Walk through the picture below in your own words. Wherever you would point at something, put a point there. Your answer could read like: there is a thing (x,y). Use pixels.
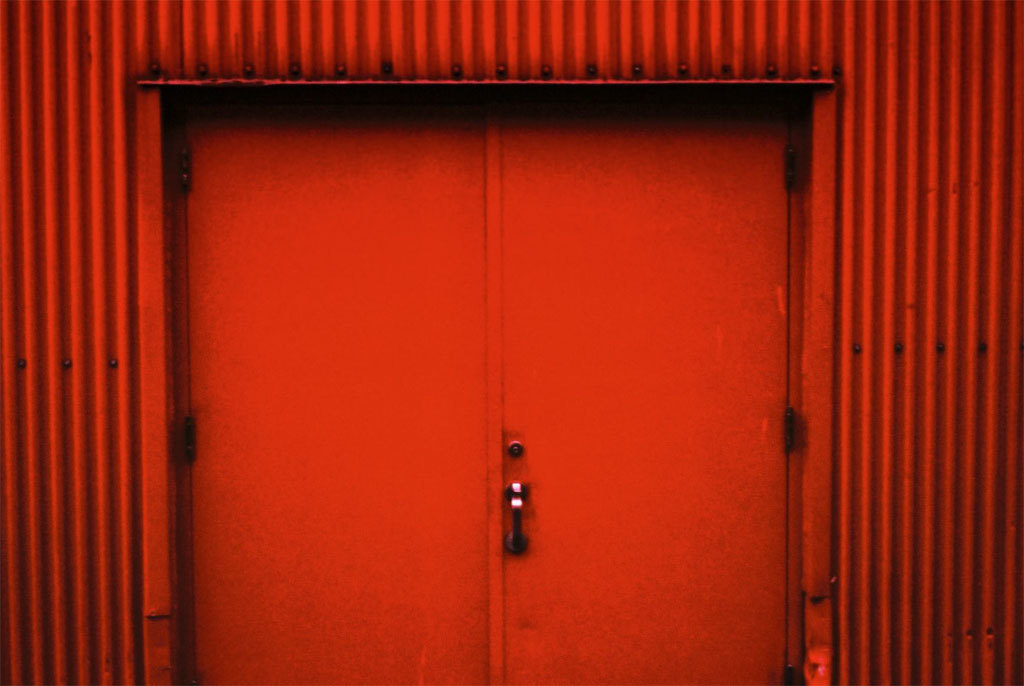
In this image there is a wall (62,386) and there is a door (594,517). The wall (103,422) and door (353,273) are red in color.
